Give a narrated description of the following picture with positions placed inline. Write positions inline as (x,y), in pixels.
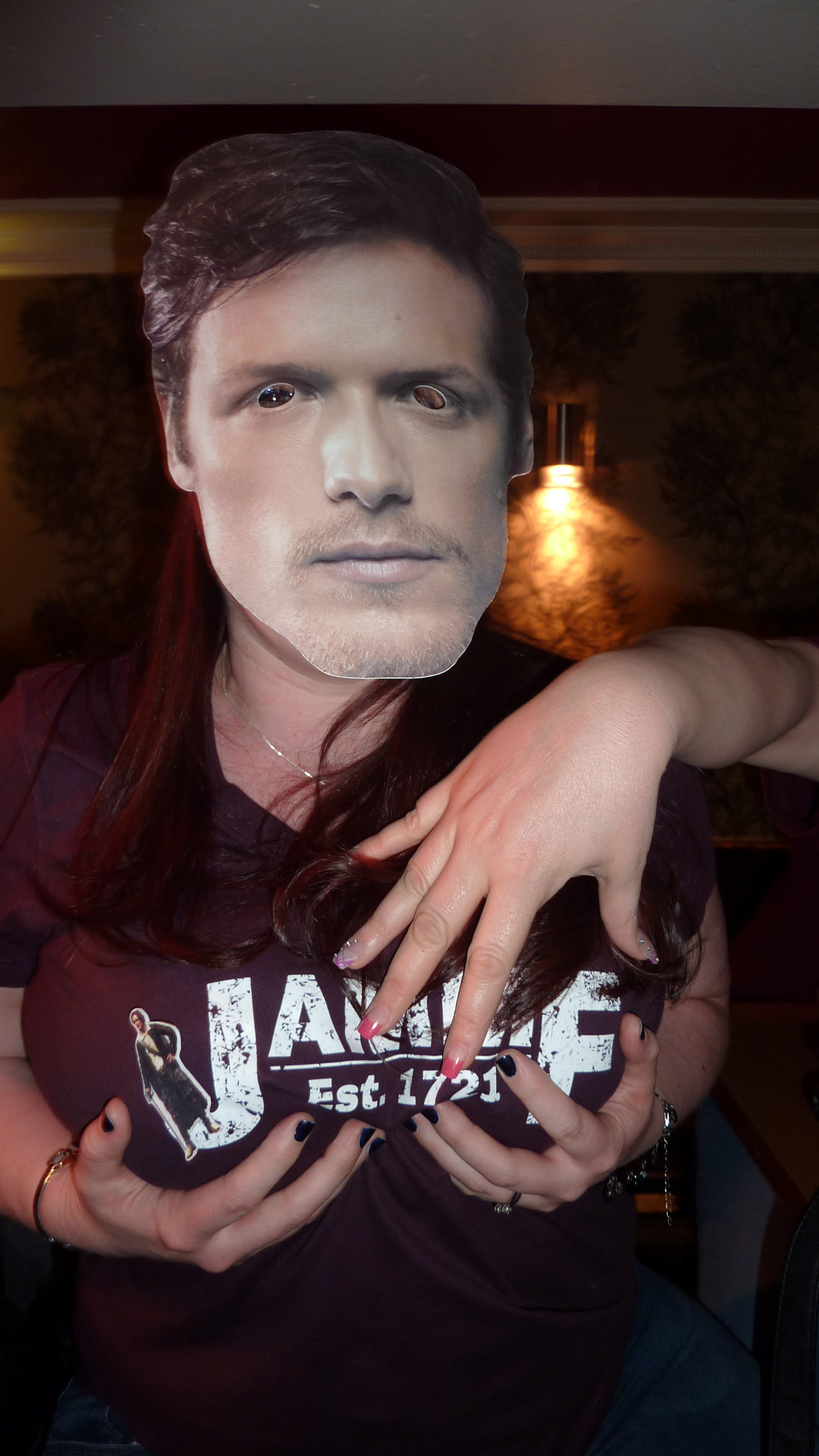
This image consists of a person (391,1214). She is wearing a mask (219,469). She is wearing brown color T-shirt (55,759).
